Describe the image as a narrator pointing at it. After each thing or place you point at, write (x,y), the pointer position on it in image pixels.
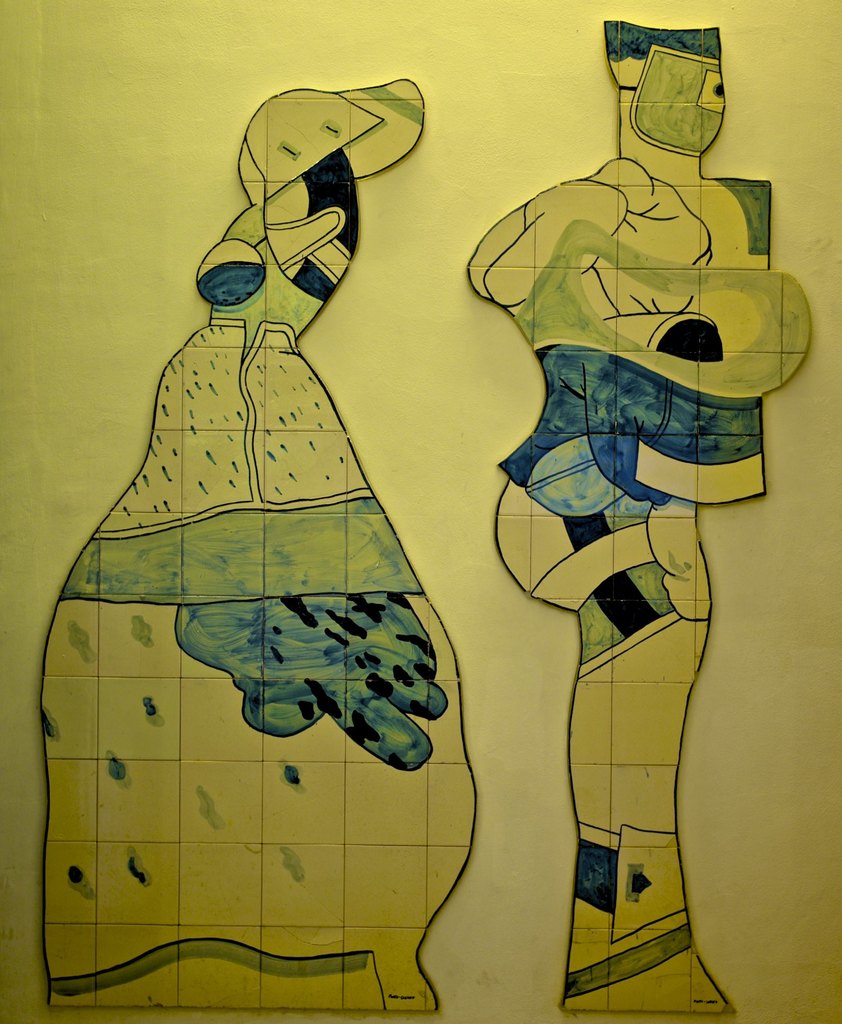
In this picture I can see the painting (551,208) in front (315,141) which is of light green blue and black color.
